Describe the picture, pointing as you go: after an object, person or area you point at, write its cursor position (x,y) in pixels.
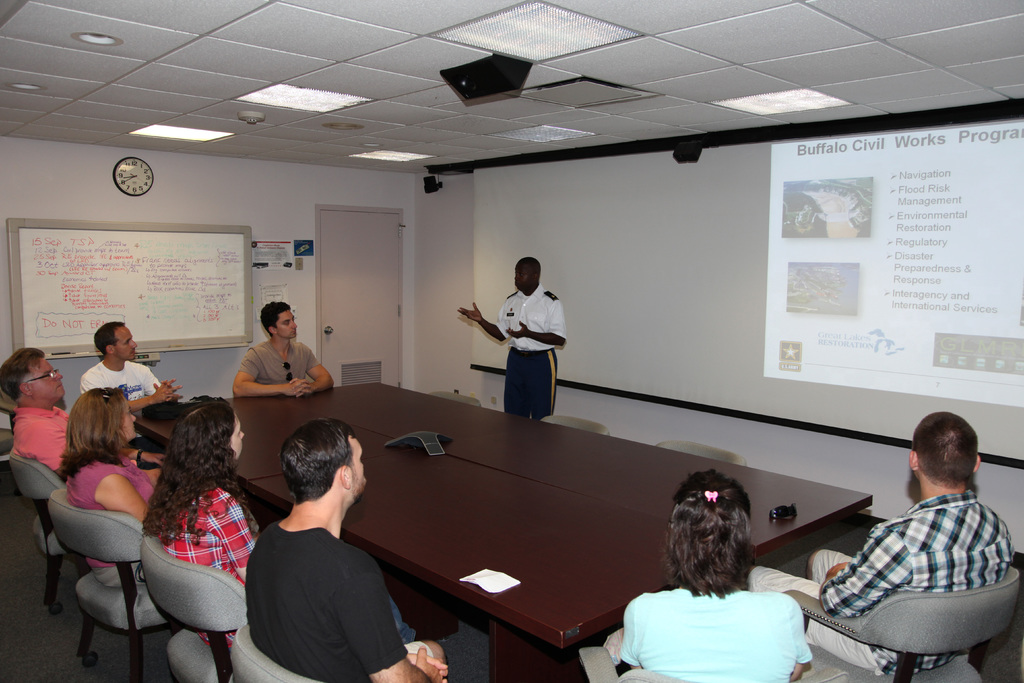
This is a picture of a room (180,74) where we have a white board (131,287) a projector screen (714,211) and a group of people (938,663) sitting around a table (830,517) in the chairs (237,675) and a person (520,308) standing in the room (4,576).
